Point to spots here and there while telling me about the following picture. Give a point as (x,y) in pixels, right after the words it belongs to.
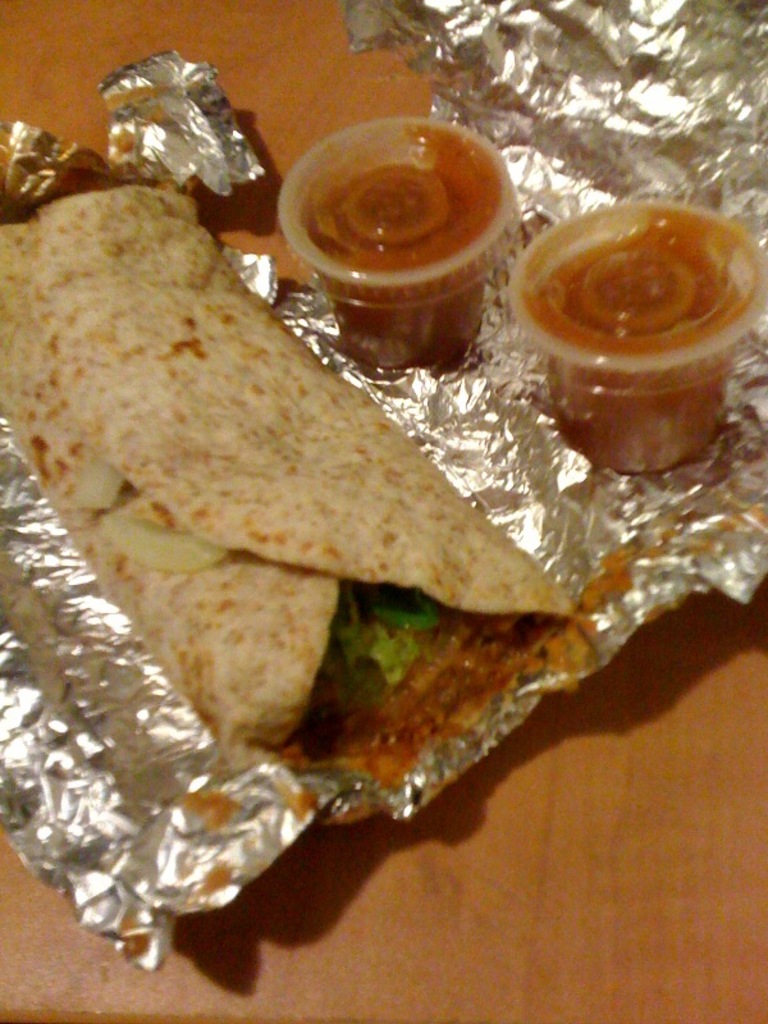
In this image, I can see a food item (290,506) and two cups of sauce (440,315) on a silver foil paper (596,538), which is kept on a wooden object (599,795).
